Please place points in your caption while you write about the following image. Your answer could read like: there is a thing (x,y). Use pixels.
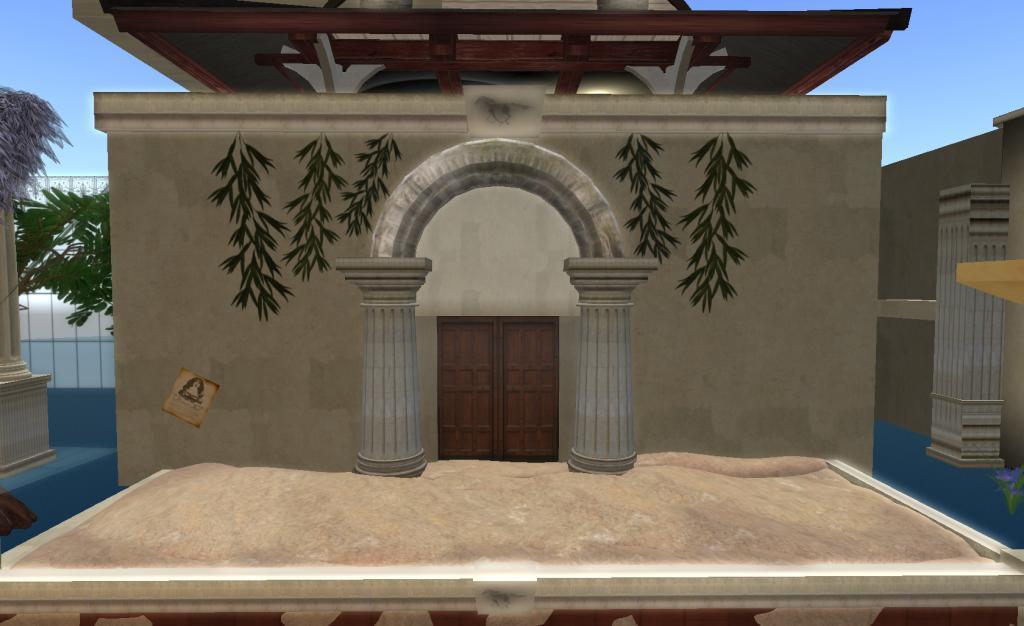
In this image I can see the animation picture. I can see few buildings (946,352), trees (106,204), fencing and the sky (52,86) is in blue and white color.
